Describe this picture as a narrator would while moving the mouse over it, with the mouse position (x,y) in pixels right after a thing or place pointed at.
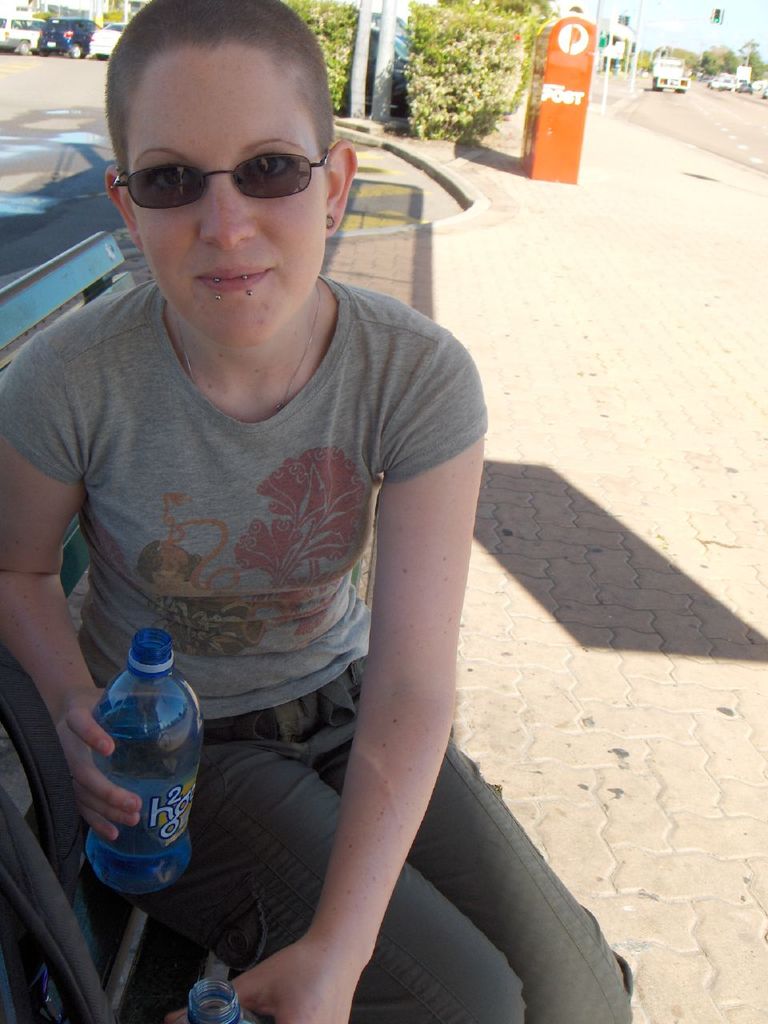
This is the woman (273,712) sitting on the bench (138,934) and holding water bottle (173,825) in her hand (82,687). At background (27,24) I can see few cars (43,38) parked. This is the trees (443,60). I can see a orange color object (551,104). I think these are the poles (603,36). I can see a truck (673,80) moving on the road (703,88).
